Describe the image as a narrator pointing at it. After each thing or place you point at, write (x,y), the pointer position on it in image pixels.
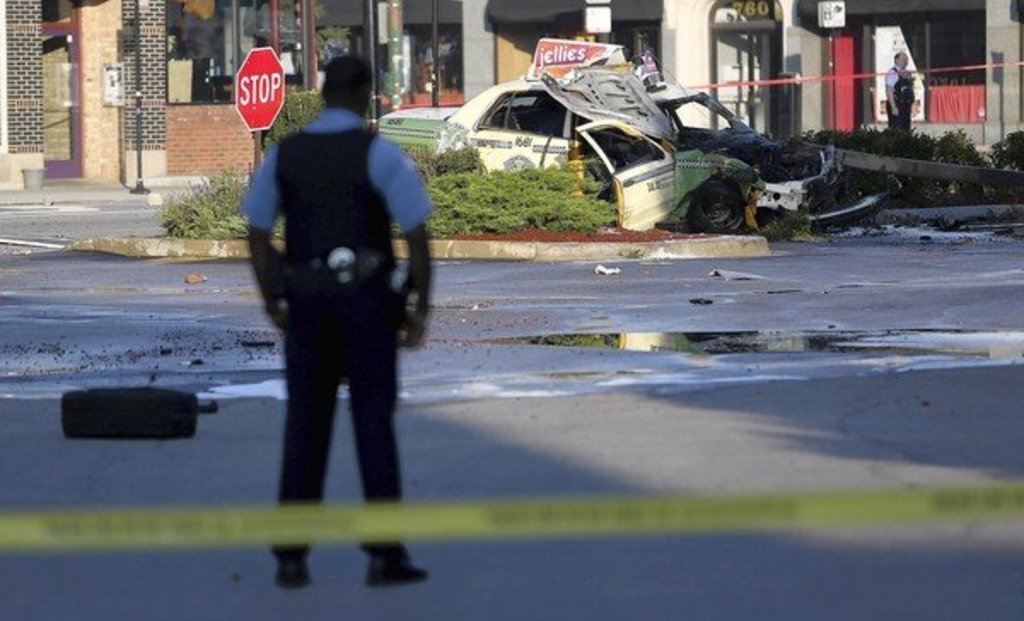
In this picture we can see a man (303,324) is standing in the front (312,280), in the background (764,36) there are buildings (511,28), we can see some plants (293,104), a car (657,142) and a stop board (279,95) in the middle (558,213), on the right side (907,98) we can see another person (900,79), on the left side (151,406) there is a tyre (147,402).
